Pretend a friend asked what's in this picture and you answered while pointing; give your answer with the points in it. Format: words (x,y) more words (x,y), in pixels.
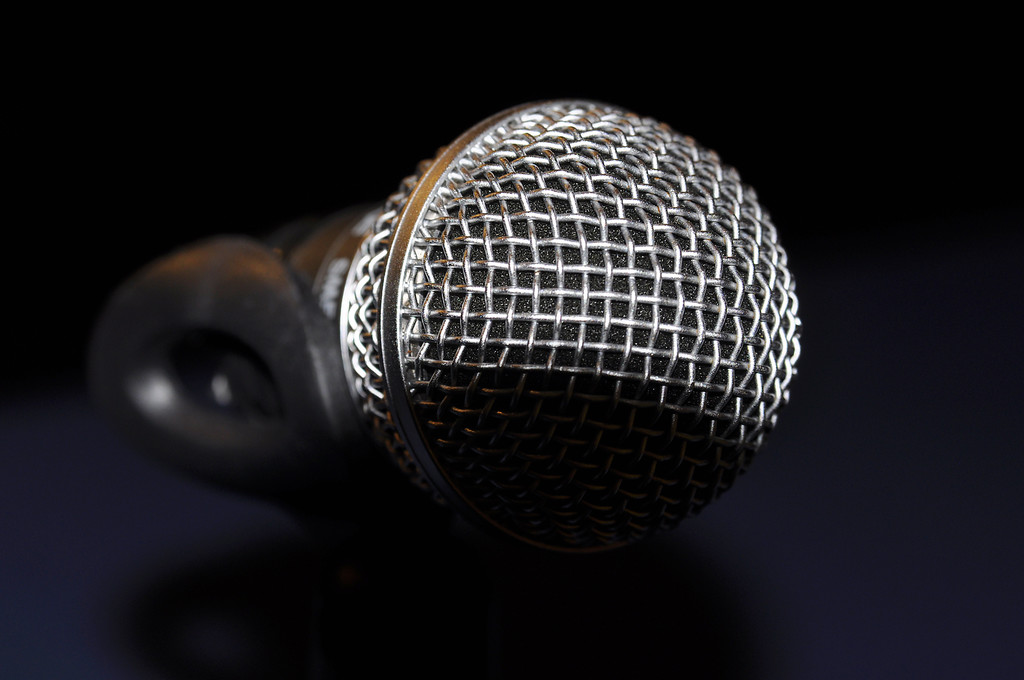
In this image, I can see the sound mike (339,385), which is silver and black in color. The background (99,65) looks dark.
